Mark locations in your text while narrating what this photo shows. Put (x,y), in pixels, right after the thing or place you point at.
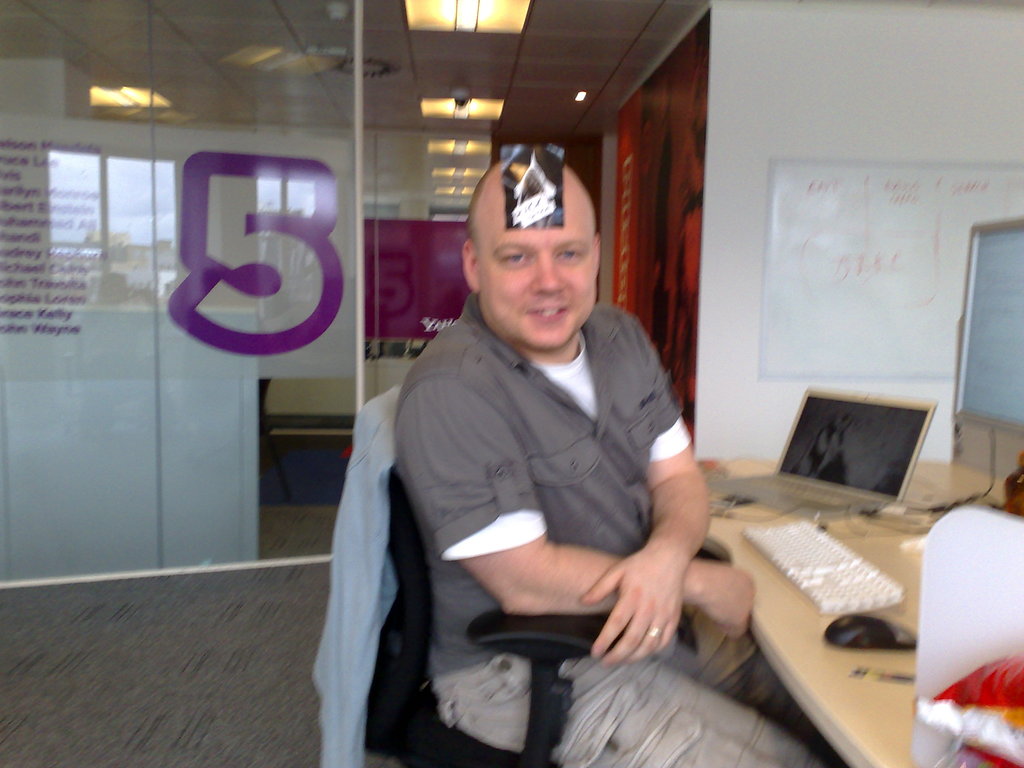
In this image I can see a man (527,688) is sitting on a chair (551,719). Here On this table (817,619) I can see a keyboard (773,554), a mouse (903,638), a laptop (716,487) and a monitor (955,449). On this wall (845,98) I can see a white board (820,303).
